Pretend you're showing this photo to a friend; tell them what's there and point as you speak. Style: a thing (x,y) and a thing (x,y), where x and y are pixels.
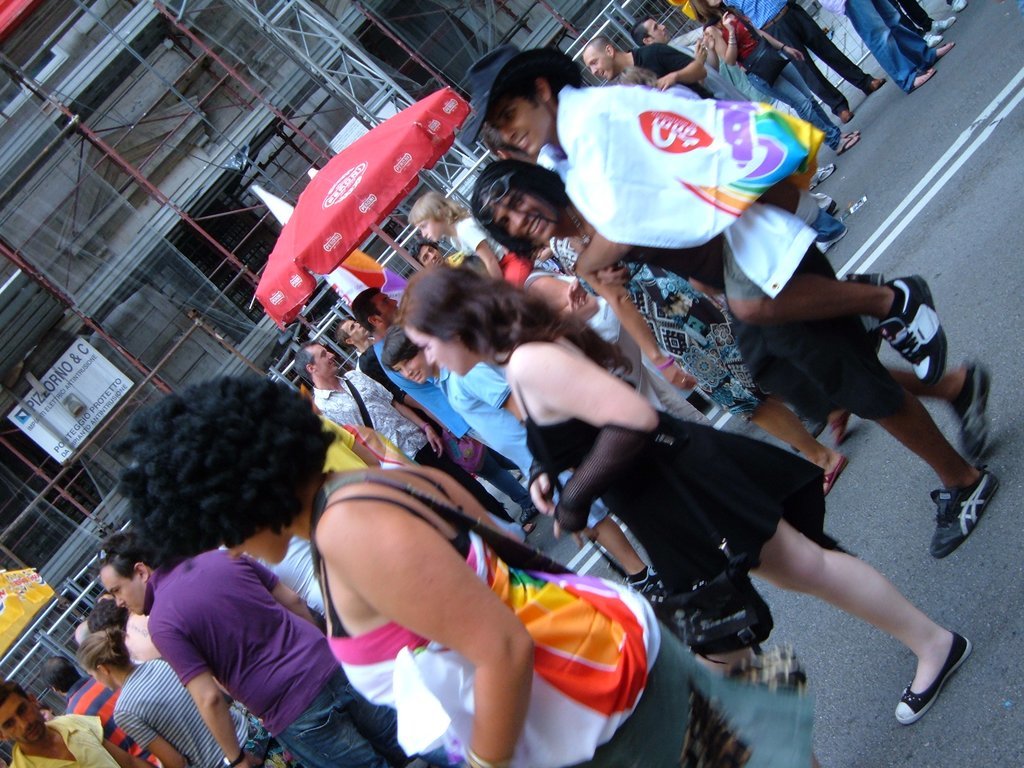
In the center of the image (546,387) we can see a group of people (364,380), tent (390,123) are present. At the top of the image (228,115) building (243,122), rods (119,344), board (94,365) are there. On the right side of the image (1005,363) road (961,552) is there.
